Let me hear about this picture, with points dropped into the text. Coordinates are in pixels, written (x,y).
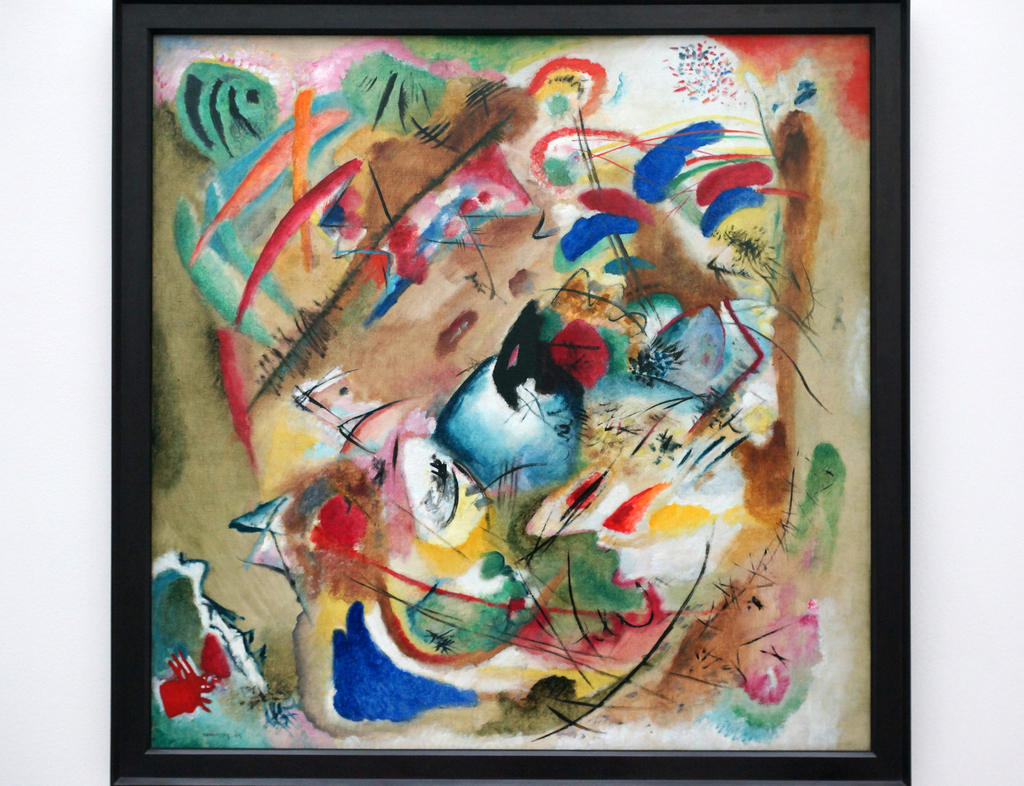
In this image we can see an abstract painting (653,219) on a photo frame (702,35).
